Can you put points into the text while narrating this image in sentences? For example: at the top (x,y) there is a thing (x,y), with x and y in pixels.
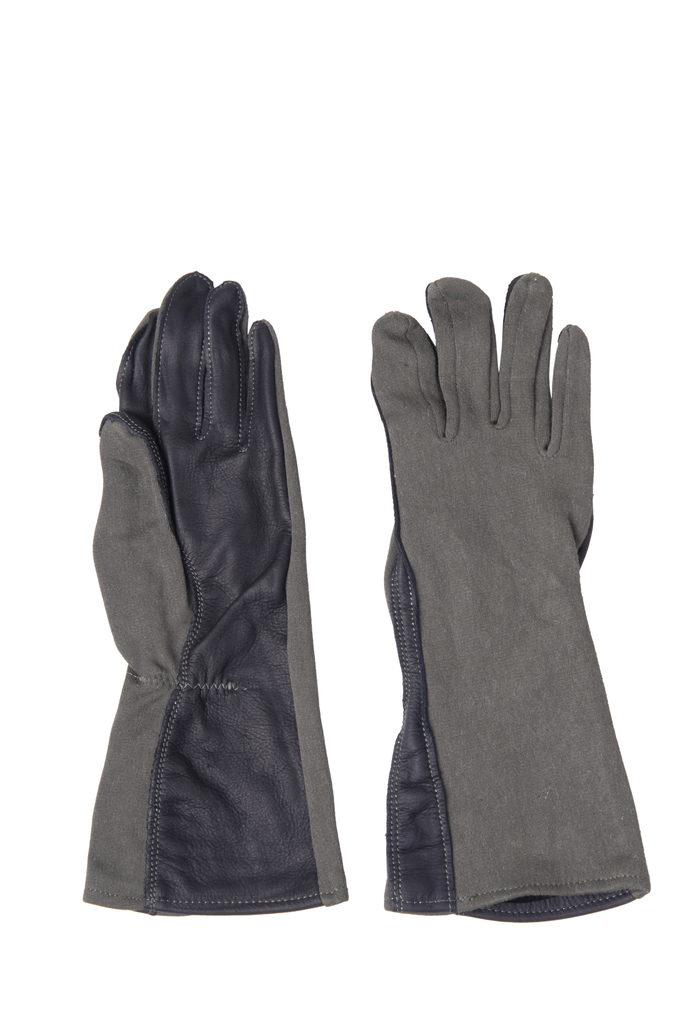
In this image we can see hand gloves (263,848). In the background (358,442) the image is white in color.
